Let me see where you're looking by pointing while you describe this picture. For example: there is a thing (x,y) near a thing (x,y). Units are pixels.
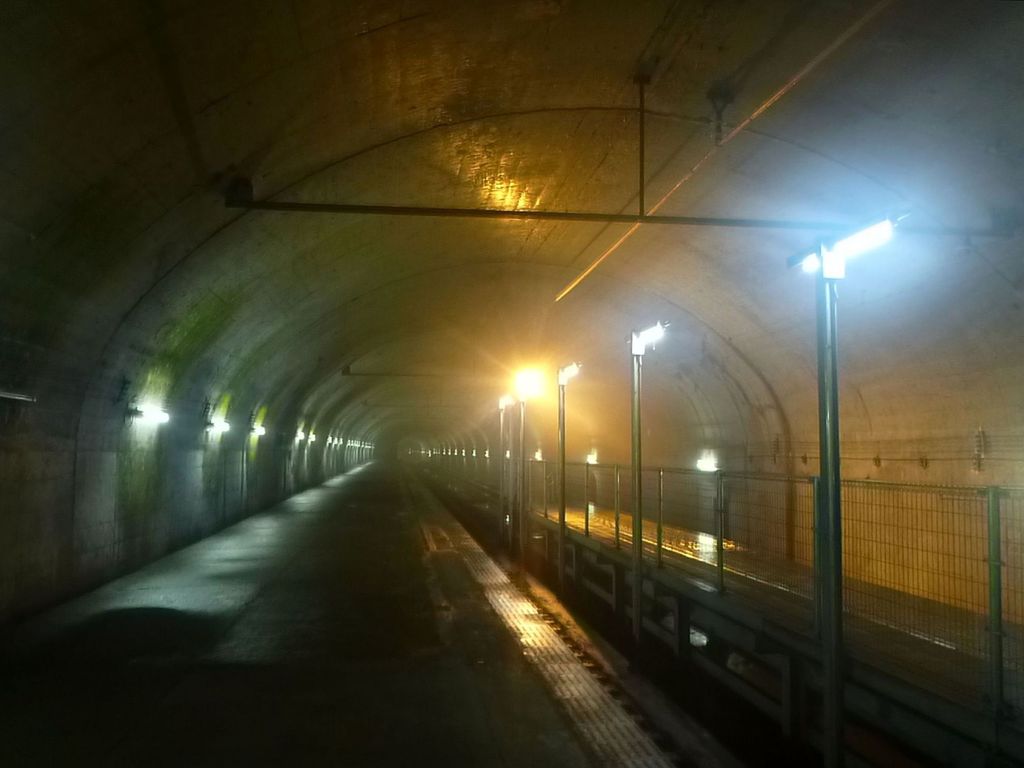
In this image there is a tunnel (549,751), in that tunnel (64,534) there are light poles (634,445), fencing (778,503) and lights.
